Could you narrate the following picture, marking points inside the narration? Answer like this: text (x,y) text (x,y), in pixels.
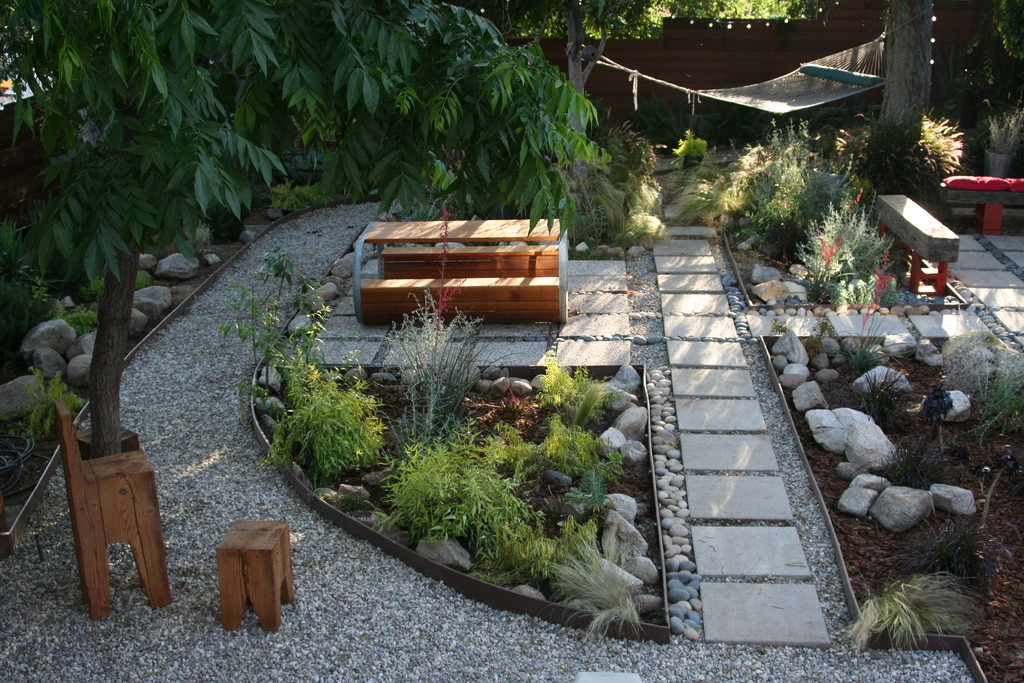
In this picture I see the path (650,291) and I see number of plants (696,176), stones (322,291) in the middle of this picture (345,425). In the background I see number of trees (302,99) and on the left bottom of this image (123,510) I see the wooden things (111,518).
